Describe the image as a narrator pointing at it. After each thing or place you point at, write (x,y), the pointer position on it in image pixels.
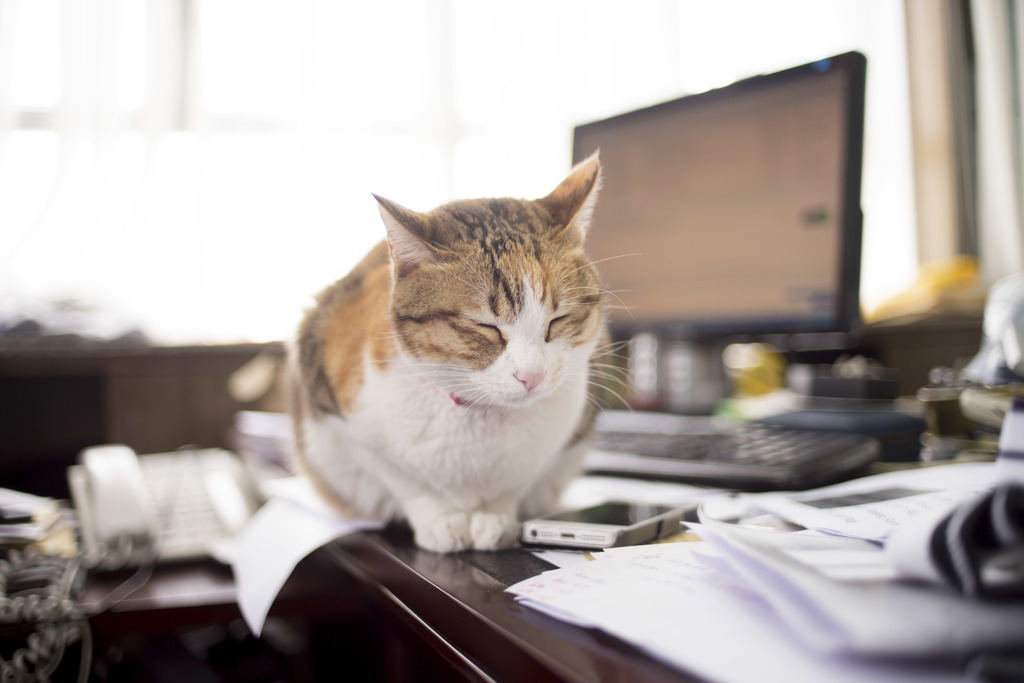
In this picture we can see a cat (508,447), mobile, keyboard (666,479), monitor (792,166), telephone (218,461), papers (548,566), some objects (960,520) and in the background (265,62) it is blurry.
